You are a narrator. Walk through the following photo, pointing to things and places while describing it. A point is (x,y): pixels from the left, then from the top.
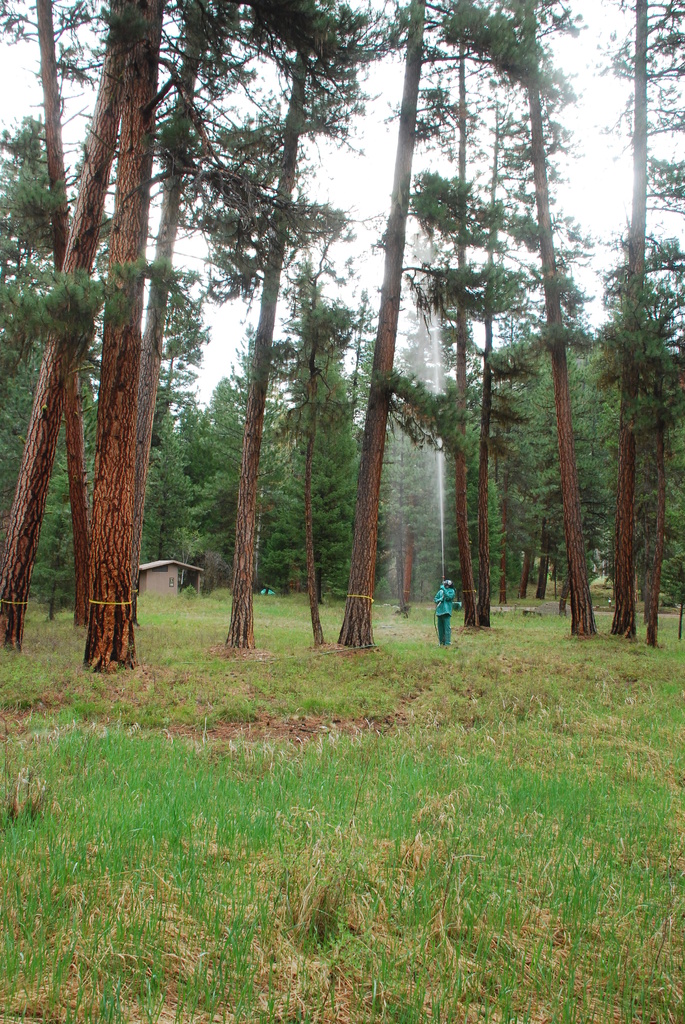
At the bottom (316,805) we can see grass (295,805) on the ground (365,804). In the background (340,379) there are trees (432,559) and a person (442,594) watering up side, house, some other objects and sky (234,326).
